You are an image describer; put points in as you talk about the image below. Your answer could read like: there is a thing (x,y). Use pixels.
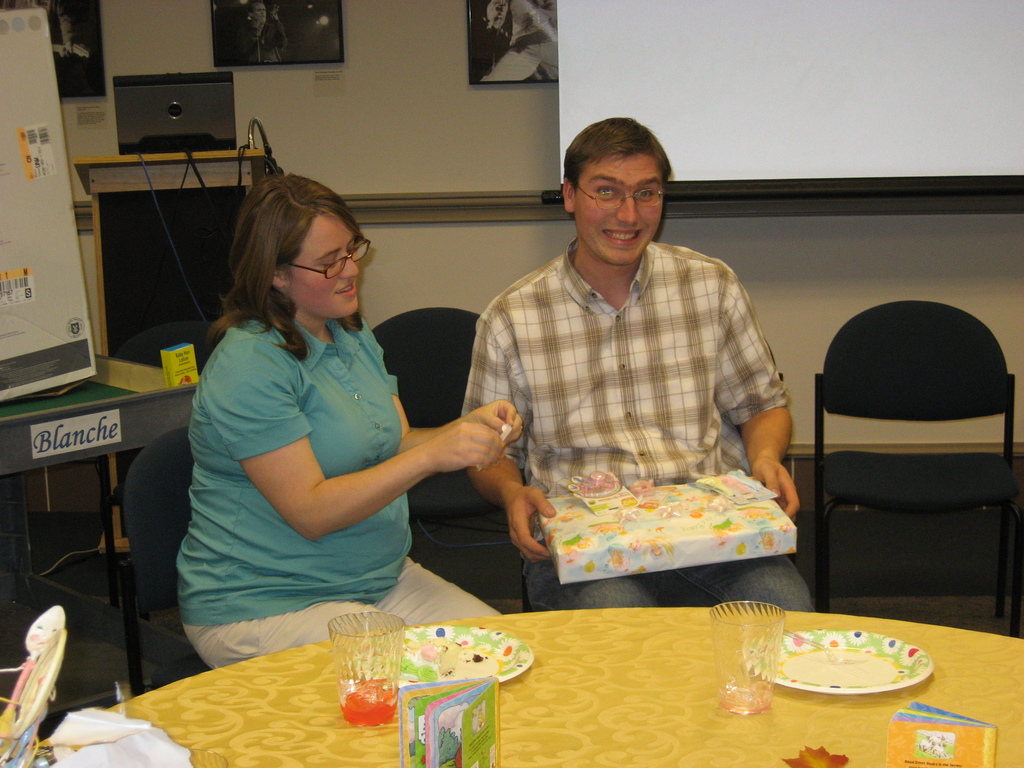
In this picture we can see man (604,348) and woman (313,521) sitting on chair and man (683,468) is holding gift box (745,536) with his hands (526,528) and they are smiling and in front of them on table (325,665) we have glass (369,652), plates (800,679), books (441,703), cloth (348,727) on it and in background (724,221) we can see screen (826,118), chairs (833,392), wall (508,89), podium (260,163) with laptop (209,126), mic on it, frames (271,44), table (127,424).
